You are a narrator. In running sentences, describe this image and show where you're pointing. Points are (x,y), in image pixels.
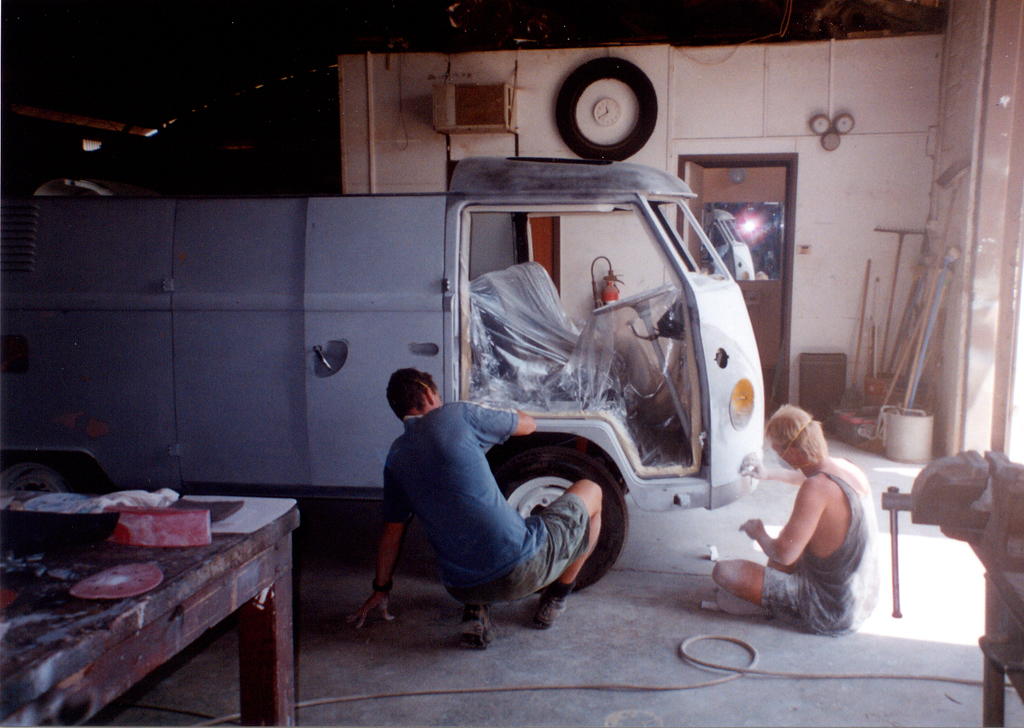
This picture shows two people (754,530) painting a truck (579,472).
